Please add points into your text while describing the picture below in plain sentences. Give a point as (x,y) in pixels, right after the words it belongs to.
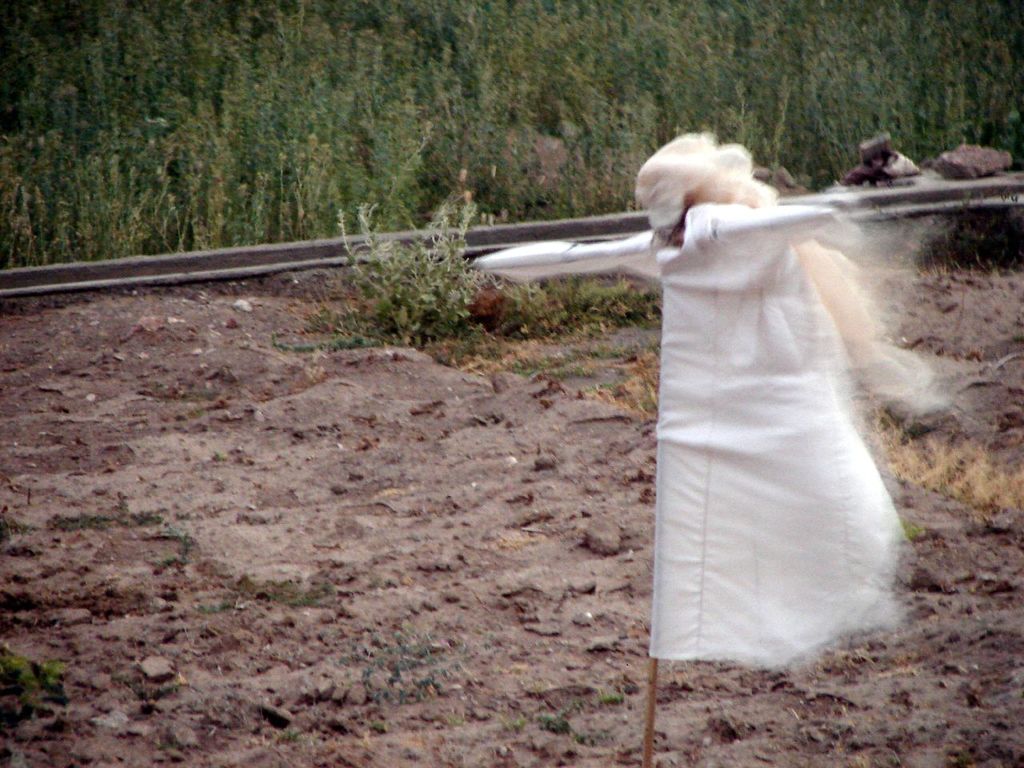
In this image we can see a scarecrow (729,442). In the background (469,316) there are plants (449,189). At the bottom (121,709) there is soil (405,675).
